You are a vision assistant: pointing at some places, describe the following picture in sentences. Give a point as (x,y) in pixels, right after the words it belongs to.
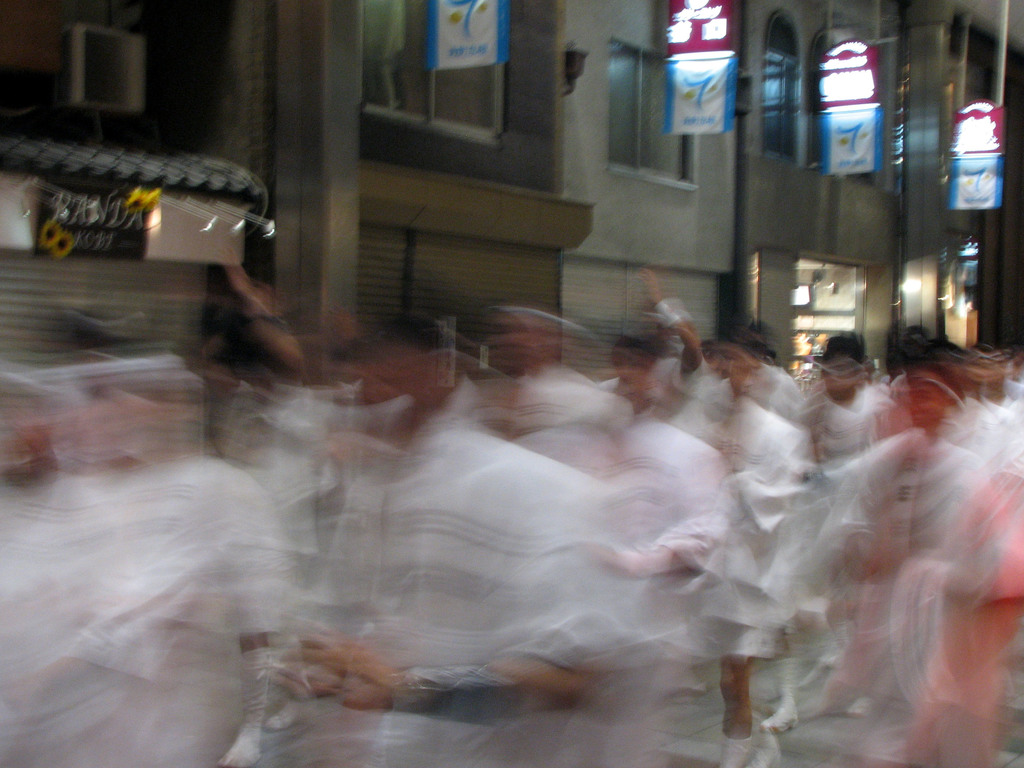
This picture look like few people (420,607) walking and I can see a building (657,134) and few boards (722,116) with some text (696,78).
